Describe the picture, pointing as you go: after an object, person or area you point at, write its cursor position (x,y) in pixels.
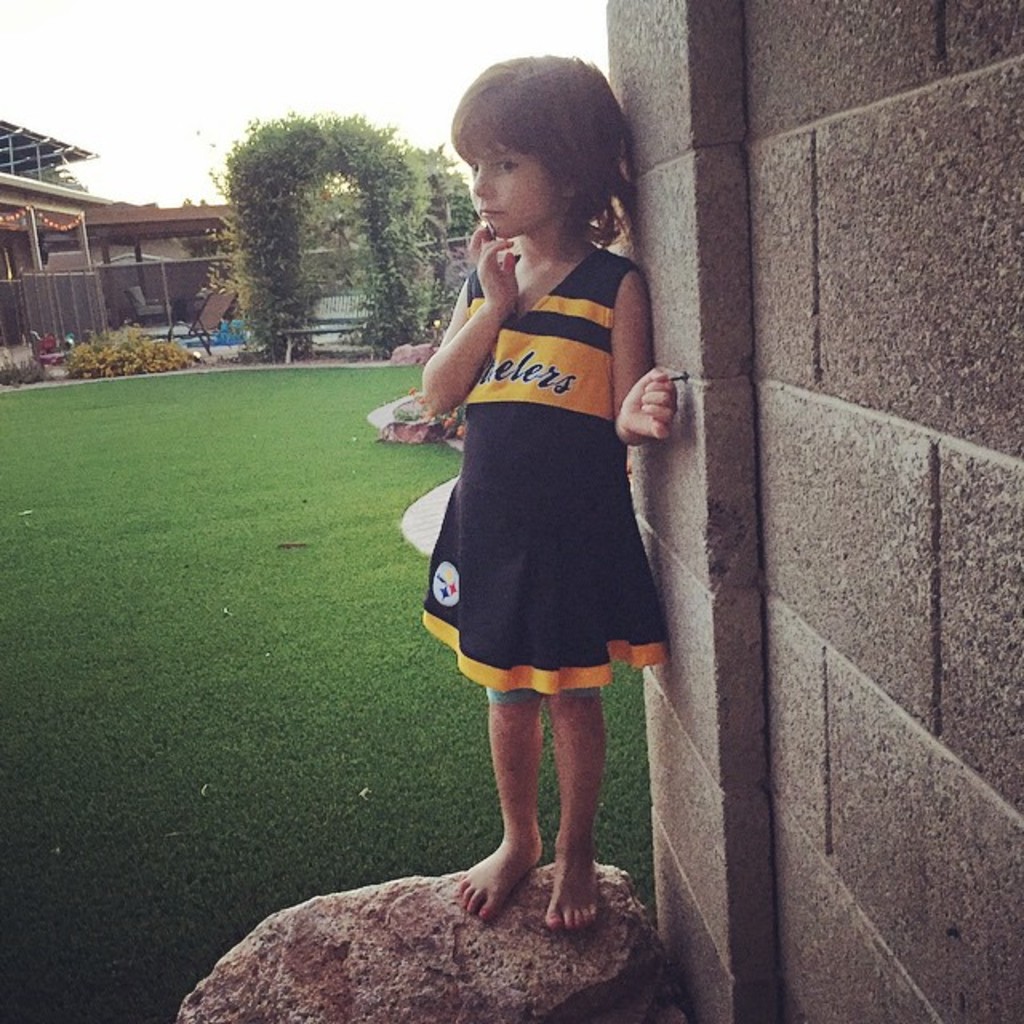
In this image there is a girl (540,565) standing on the stone (525,969). Beside her there is a wall (864,272). Behind her there's grass (132,554) on the ground (206,524). In the background (121,220) there is a building (171,249). There are plants (148,345) in front of the building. At the top (235,28) there is the sky (245,43).
